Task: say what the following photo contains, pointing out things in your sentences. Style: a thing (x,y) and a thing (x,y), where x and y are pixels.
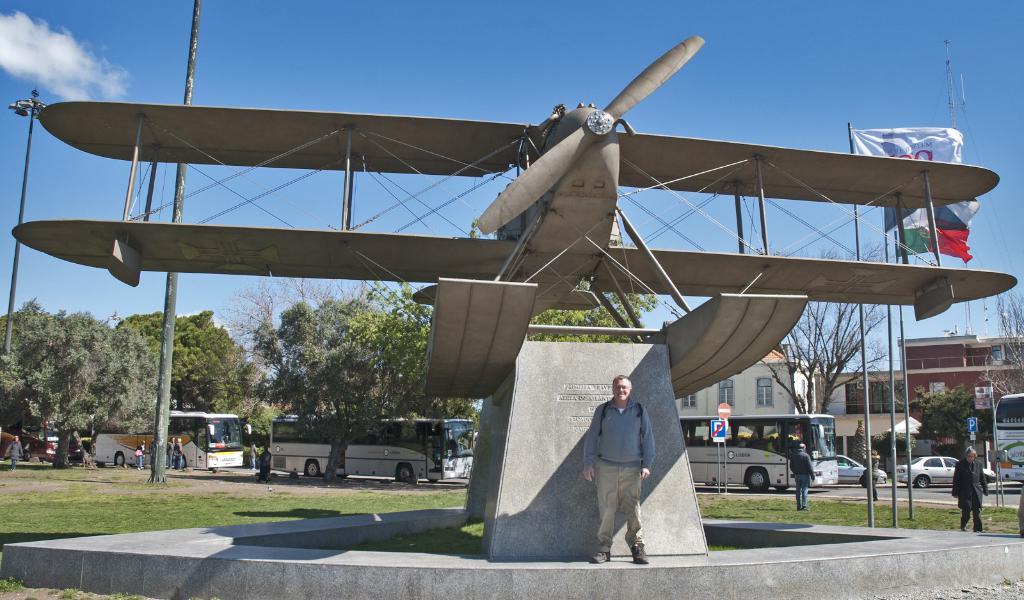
In the center of the image (646,365) we can see a sculpture (553,212) and there are people (967,453). We can see vehicles (776,441) on the road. In the background (784,389) there are trees (88,367), buildings (958,382) and sky (632,65). We can see poles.
